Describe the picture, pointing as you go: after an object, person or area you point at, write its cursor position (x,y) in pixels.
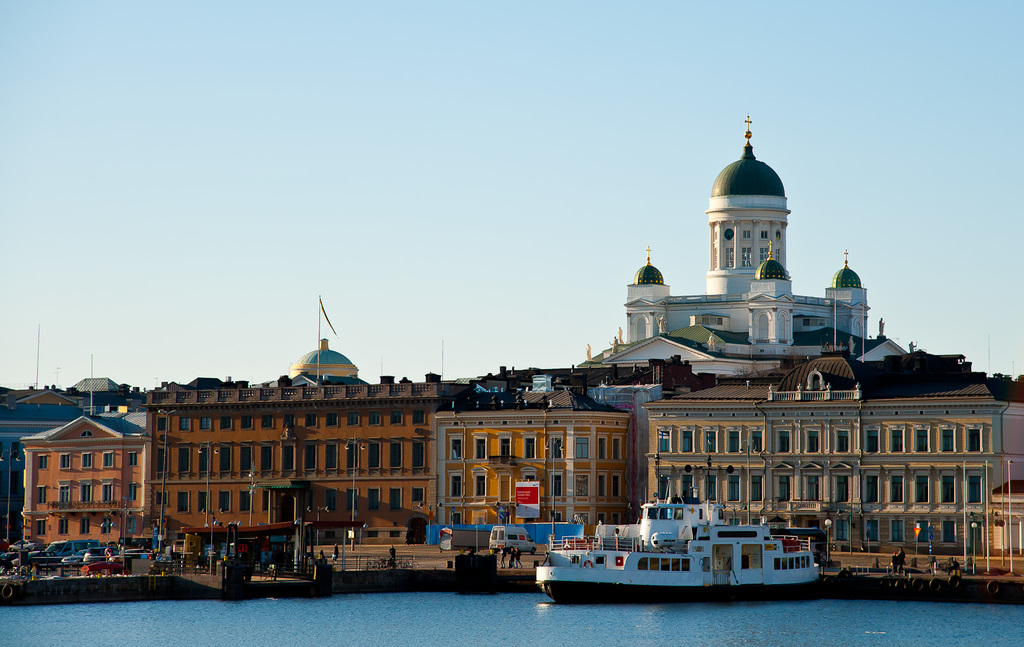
In this picture we can see a ship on water (492,633), beside the water (405,639) we can see people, vehicles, electric poles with lights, name board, buildings (397,517) and some objects (467,583) and we can see sky (592,20) in the background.
